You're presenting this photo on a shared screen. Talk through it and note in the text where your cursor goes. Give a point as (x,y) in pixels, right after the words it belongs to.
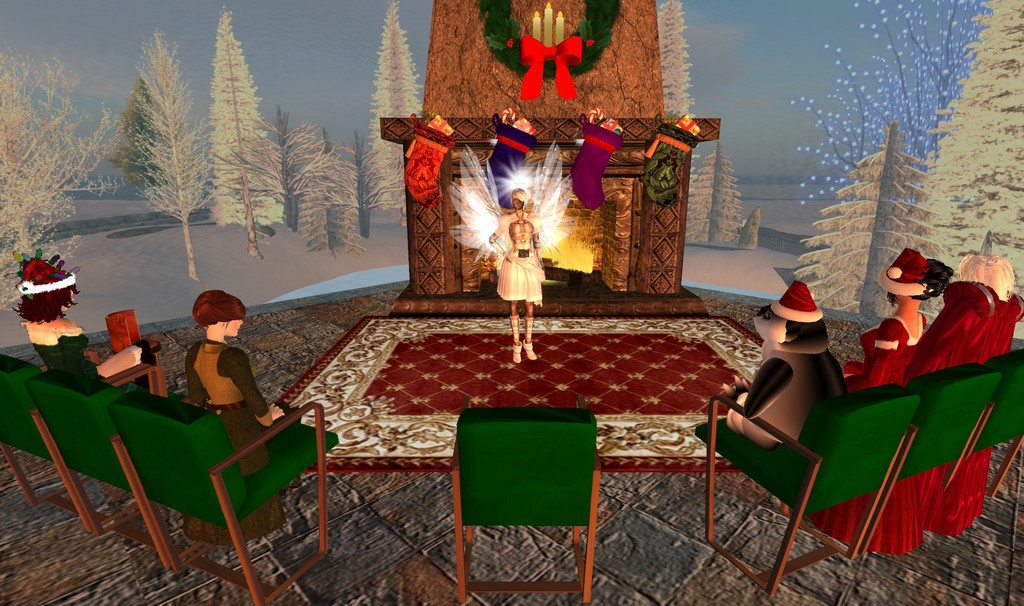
It is an animated picture. In this image, we can see few people (40,308) and animal (787,415). Few are sitting on the chairs (522,507). At the bottom (650,546), we can see surface (678,509) and mat (552,400). Background (581,226) we can see so many trees (48,241), some objects (597,215) and decorative things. Here a person (504,244) is standing.
